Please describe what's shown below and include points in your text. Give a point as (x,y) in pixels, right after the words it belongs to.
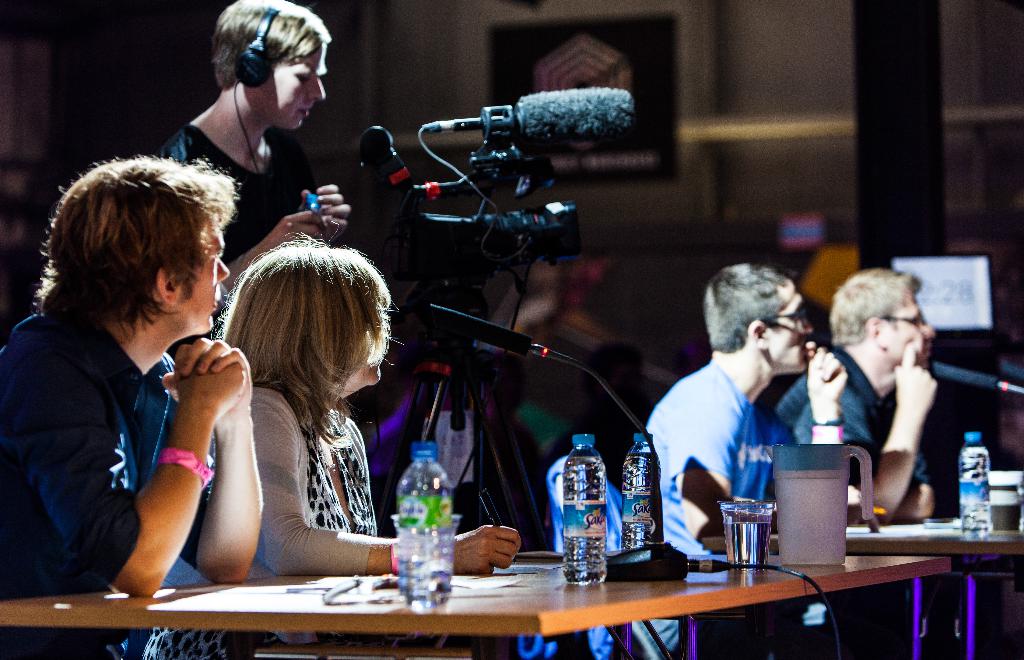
In this image, in the middle (670,422), we can see a group of people (810,419) sitting on the chair (555,545) in front of the table (681,598). On the table (693,591), we can see some jars (812,534), water glass (764,536), papers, electrical wires (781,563). On the left side (252,232), we can also see a man (238,138) wearing black color dress (279,180) and keeping a headphone (262,35) to his ear (248,62) is standing in front of a microphone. In the background (602,176), we can see a frame (570,83) which is attached to a wall (791,41) and pillar (896,109).
